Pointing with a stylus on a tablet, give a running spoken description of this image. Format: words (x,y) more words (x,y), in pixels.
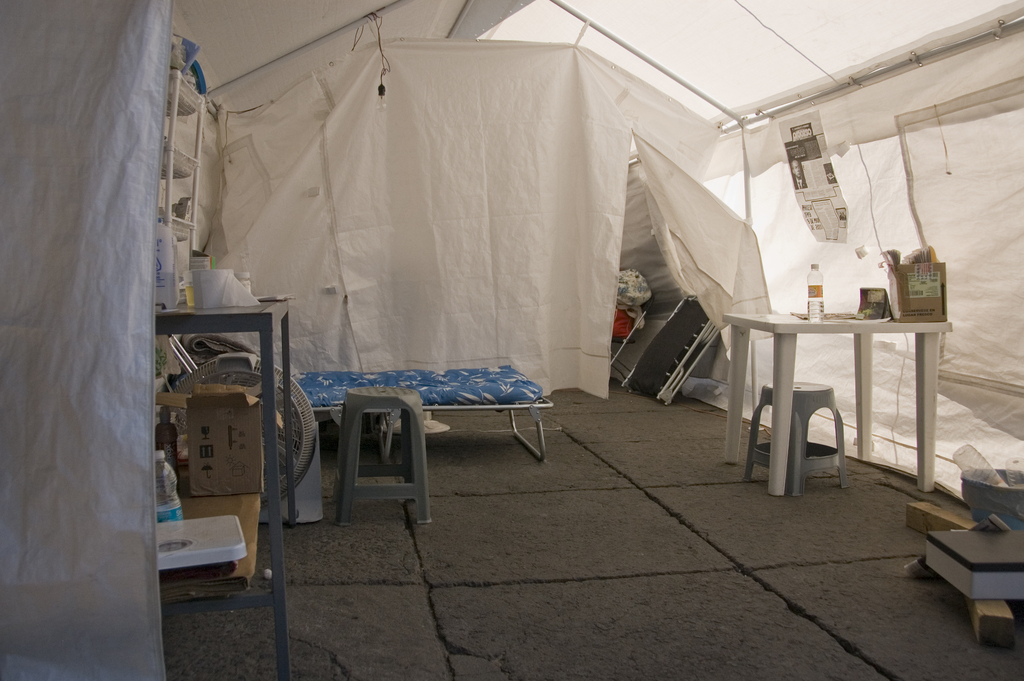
In the image we can see stool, table (936,357) and on the table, we can see the bottles (810,292) and carton box (904,282). Here we can see the floor (632,560), bed (511,386) and it looks like a tent (564,134).
